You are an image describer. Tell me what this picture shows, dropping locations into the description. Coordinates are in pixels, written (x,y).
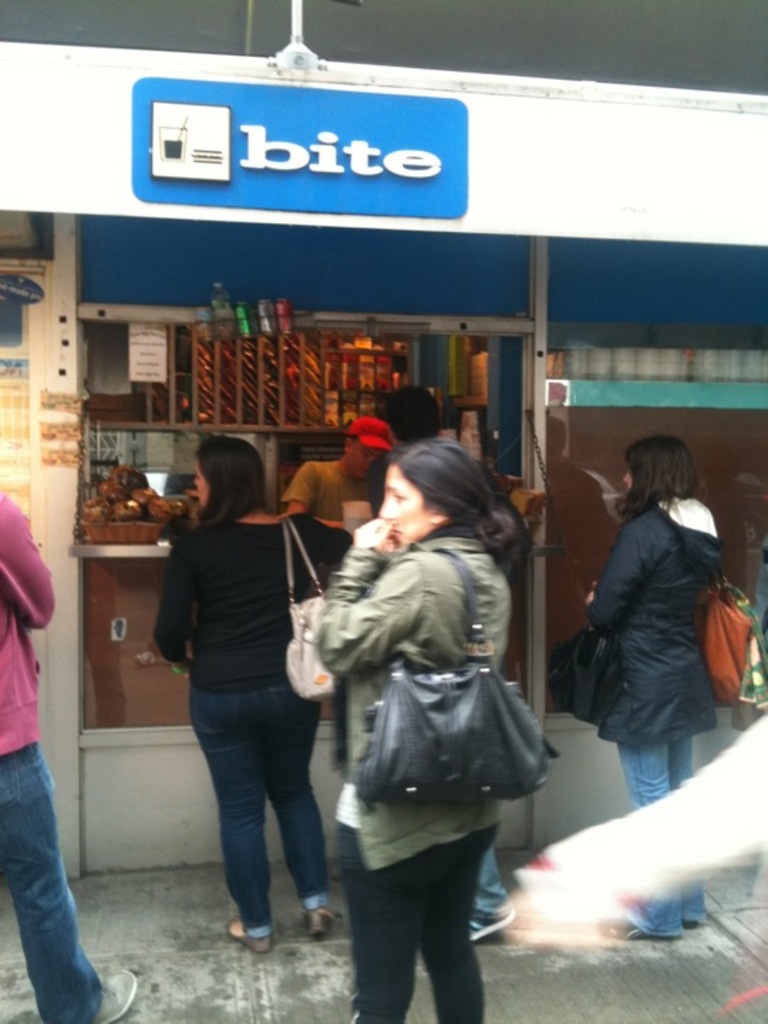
In front of the picture, we see a woman (459,817) in the jacket (453,626) is standing and she is wearing a handbag (472,718). In front of her, we see three people (226,703) are standing. In front of them, we see a building (28,470) and a table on which a basket (127,524) containing the objects (135,485) are placed. We see a man (370,434) with a red cap (358,426) is standing. Behind him, we see a rack (218,376) in which some objects (331,369) are placed. We see a board (259,195) in white color with some text (313,138) written on it. It might be a shop (39,504). On the left side (46,931), we see a man (57,929) in the pink jacket (31,744) is standing. On the right side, we see the hand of a person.
